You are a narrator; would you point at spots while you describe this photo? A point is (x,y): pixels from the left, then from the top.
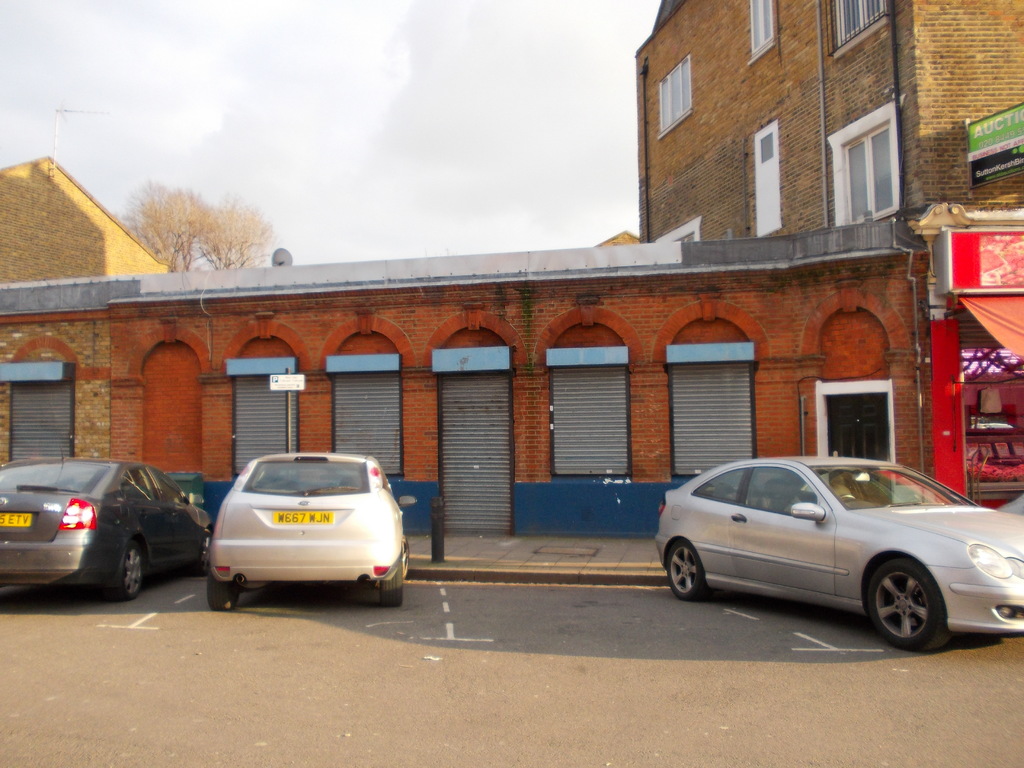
In this image we can see some cars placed on the road (588,652). We can also see a pole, a building (514,474) with shutters (749,422) and windows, the sign boards (1008,234), trees (236,236) and the sky (405,128) which looks cloudy.
